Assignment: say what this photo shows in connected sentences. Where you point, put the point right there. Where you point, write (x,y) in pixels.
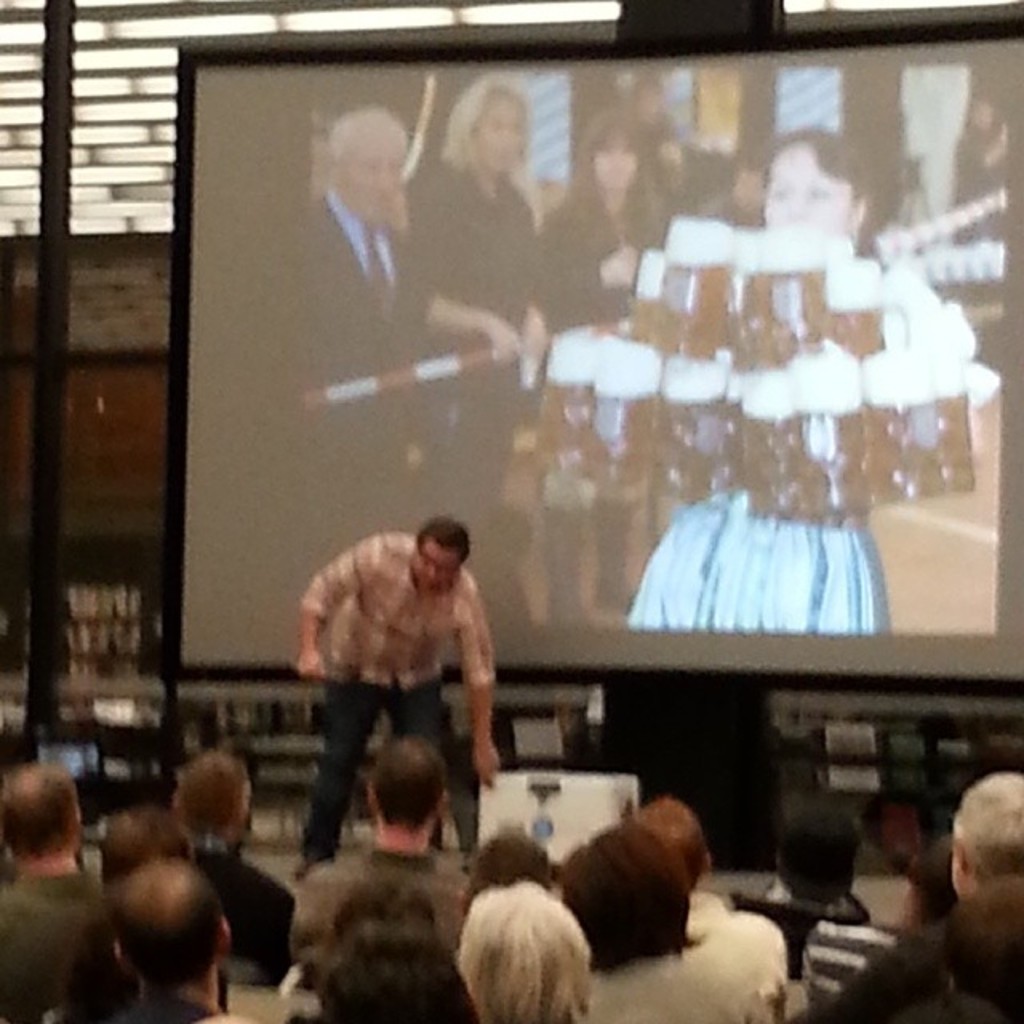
In this picture we can see a group of people (363,852) and a man (408,724) standing on the floor (281,864). In front of them we can see the screen (481,265), pole (66,185) and some objects (862,777).
